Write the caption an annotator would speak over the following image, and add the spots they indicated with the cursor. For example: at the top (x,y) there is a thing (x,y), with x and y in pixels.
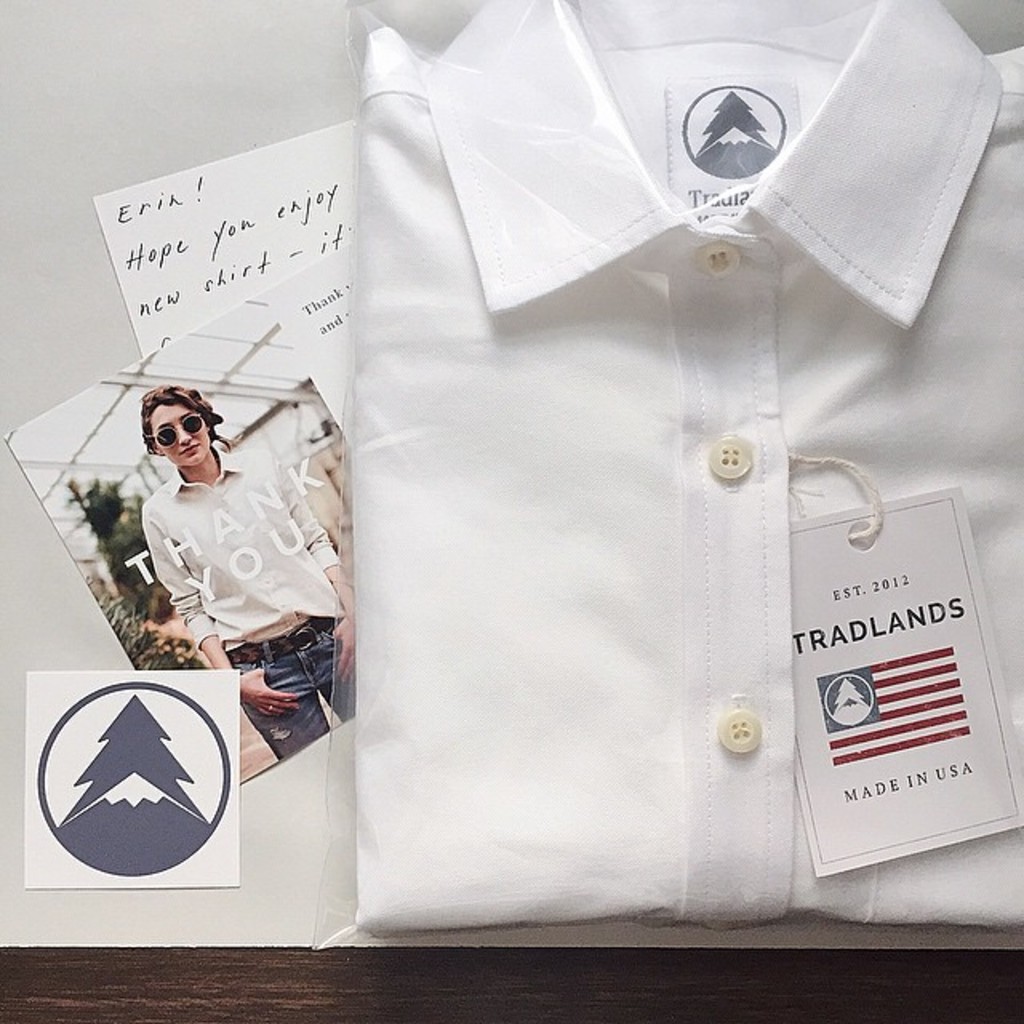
In this image I can see the white color shirt (578,476) with tag (866,691). To the left (272,506) I can see the paper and photos (171,600). These are on the white color surface (290,763).
